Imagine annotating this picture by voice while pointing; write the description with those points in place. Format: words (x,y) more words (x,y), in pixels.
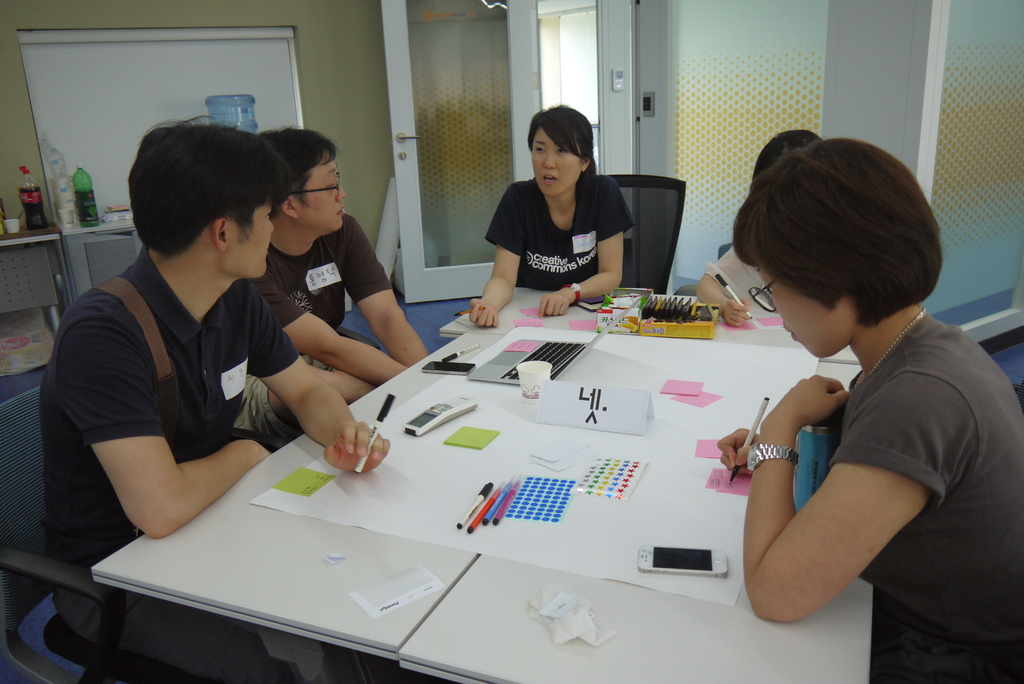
In this image we can see few people (331,237) are sitting on the chairs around the table (447,656). On the table (481,641) we can see papers (407,513), laptop (503,372), mobiles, remote (427,412), markers (471,349), and few objects (591,422). In the background (24,59) we can see whiteboard (104,168), bottles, tables (91,241), water can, door (485,174), and glasses (968,186).
